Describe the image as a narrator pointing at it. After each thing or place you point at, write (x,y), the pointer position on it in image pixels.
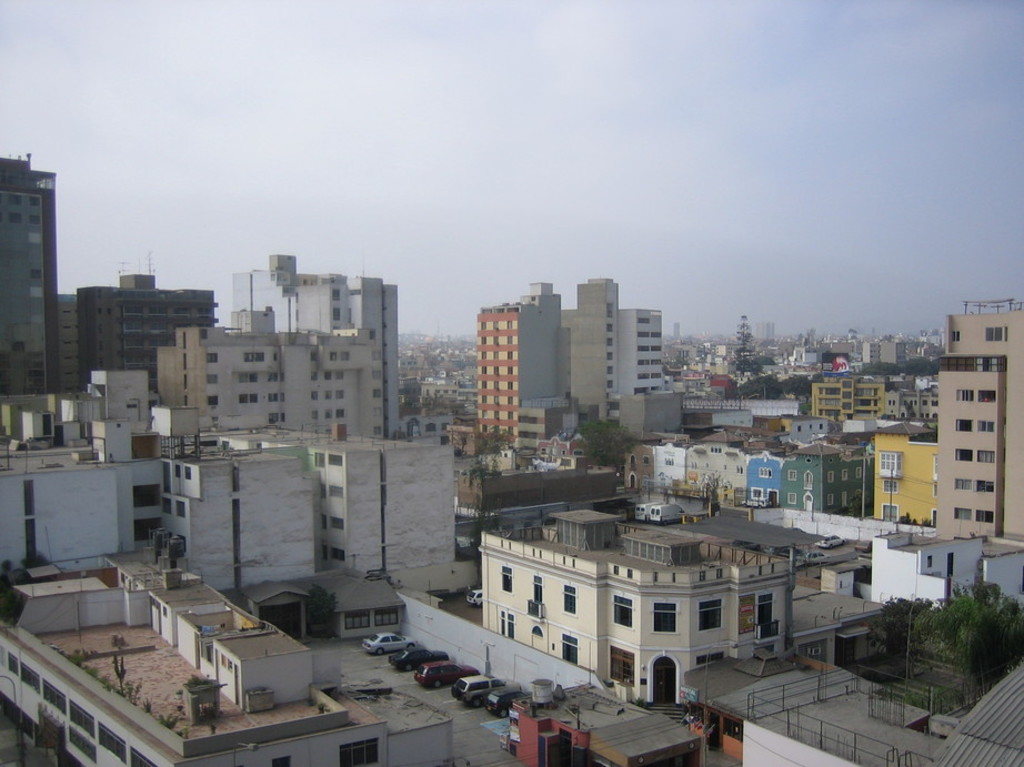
In the image there are many buildings (298,594), cars (437,670), trees (932,627), poles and some other things (764,669). At the top of the image (554,101) there is sky (683,90).
